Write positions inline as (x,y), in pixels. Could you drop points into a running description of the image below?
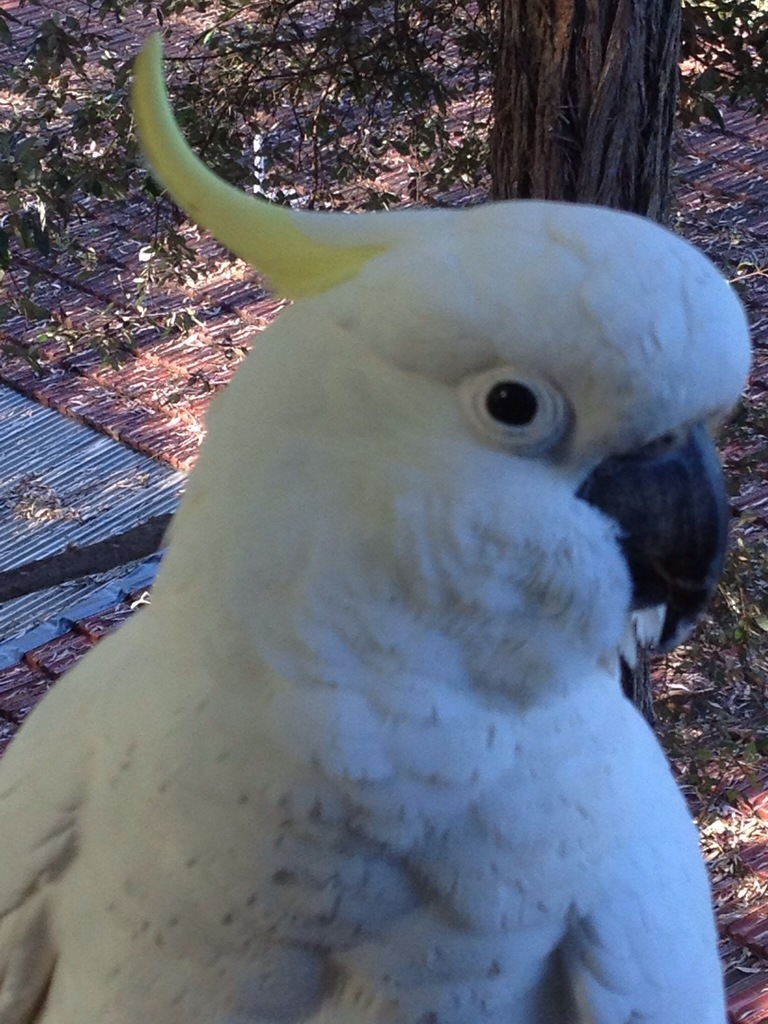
In this picture I can see a white color parrot (388,552) in front (430,620). In the background (72,26) I can see the leaves (424,69) and the trunk (579,62) of a tree (501,59).
